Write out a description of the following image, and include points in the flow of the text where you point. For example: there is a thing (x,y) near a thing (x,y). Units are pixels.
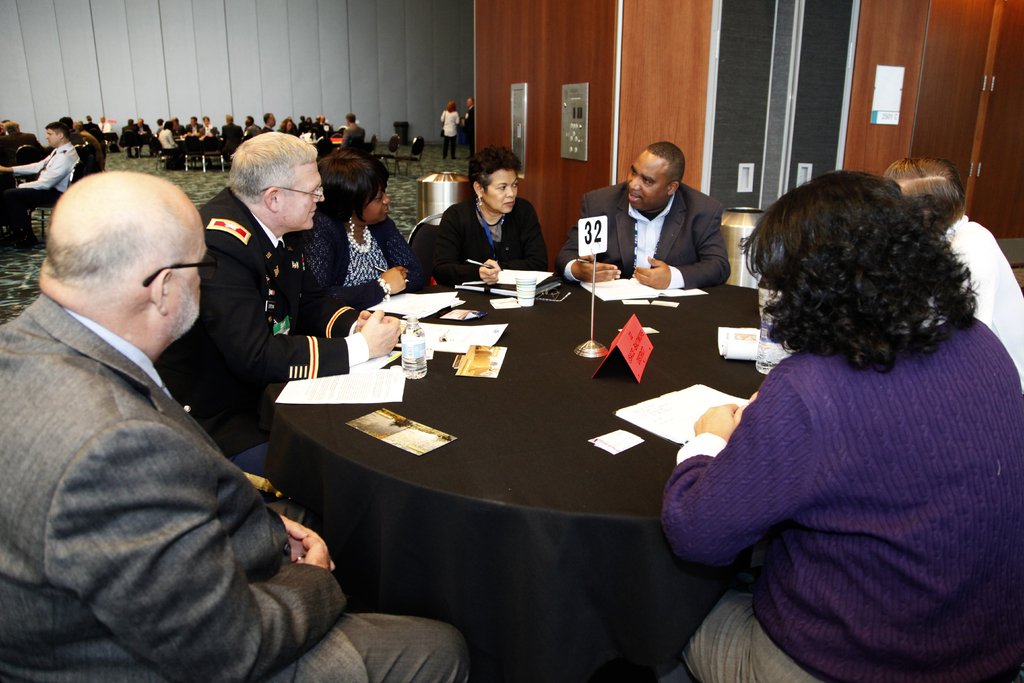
This picture shows a group of people (340,333) seated on the chairs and we see few papers (722,398) on the table (663,332) and we see few groups (110,130) seated on the chairs (92,162) and a couple of them are standing.
